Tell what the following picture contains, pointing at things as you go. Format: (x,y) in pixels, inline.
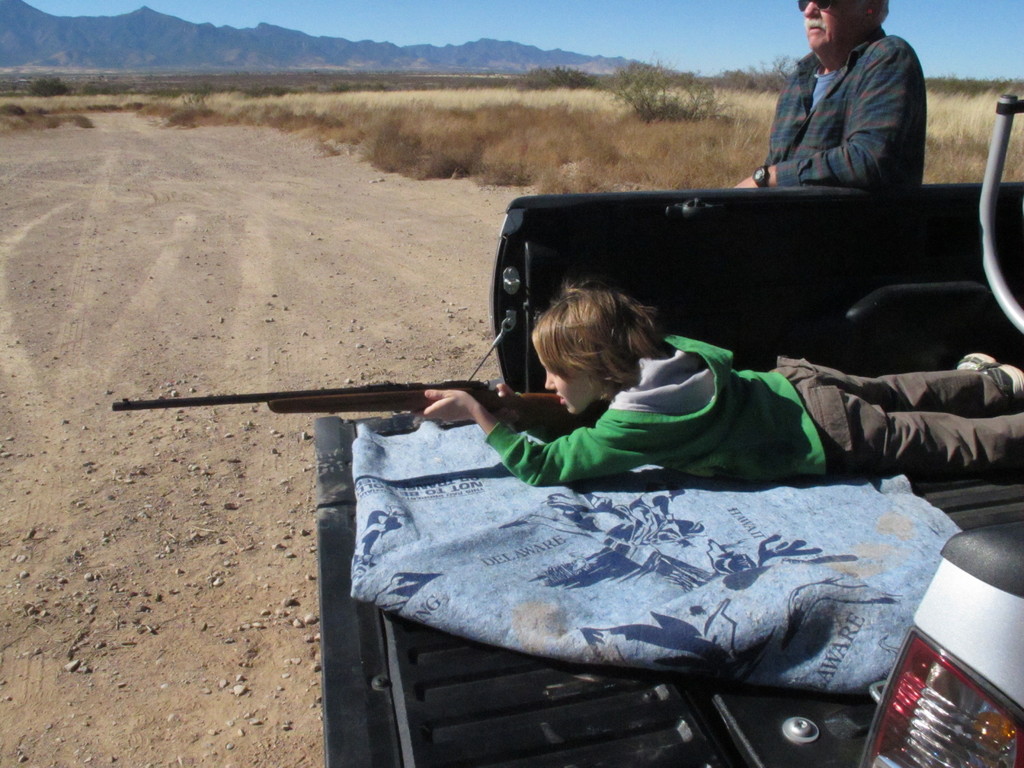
In this image I can see two persons (895,415). In front (742,401) the person (705,415) is holding the gun (500,415) and the person (749,390) is wearing green and brown color dress (739,415). In front (864,754) I can see the vehicle (883,744). In the background (614,74) I can see few dried grass (612,150), mountains (144,34) and the sky (635,24) is in blue color.
